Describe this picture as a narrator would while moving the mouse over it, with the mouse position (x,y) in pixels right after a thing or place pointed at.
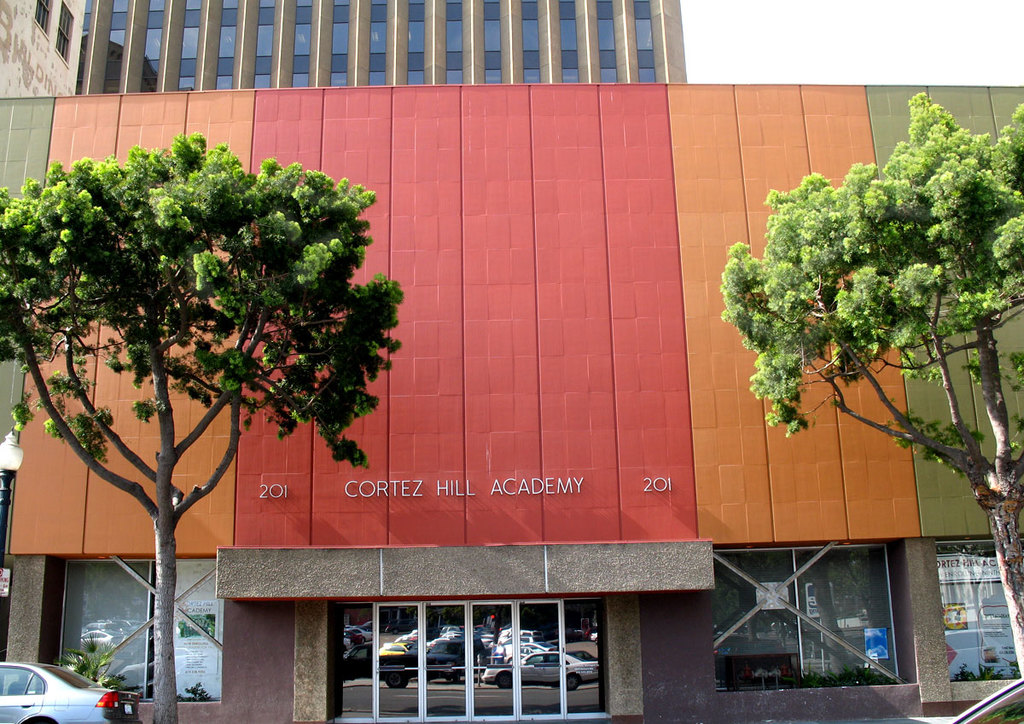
This image is taken outdoors. In the background (184,36) there are two buildings (277,30). In the middle of the image (548,435) there is a building (488,475) with walls (476,359), doors (529,612) and windows (829,640). There are a few posters (944,606) with text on them. There is a text (493,483) on the wall (577,472). On the left side of the image (17,707) a car (60,679) is parked on the ground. There is a tree (166,694) and there is a plant (93,656). There is a pole (2,577) with a street light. On the right side of the image (855,332) there is a tree (1004,261).
